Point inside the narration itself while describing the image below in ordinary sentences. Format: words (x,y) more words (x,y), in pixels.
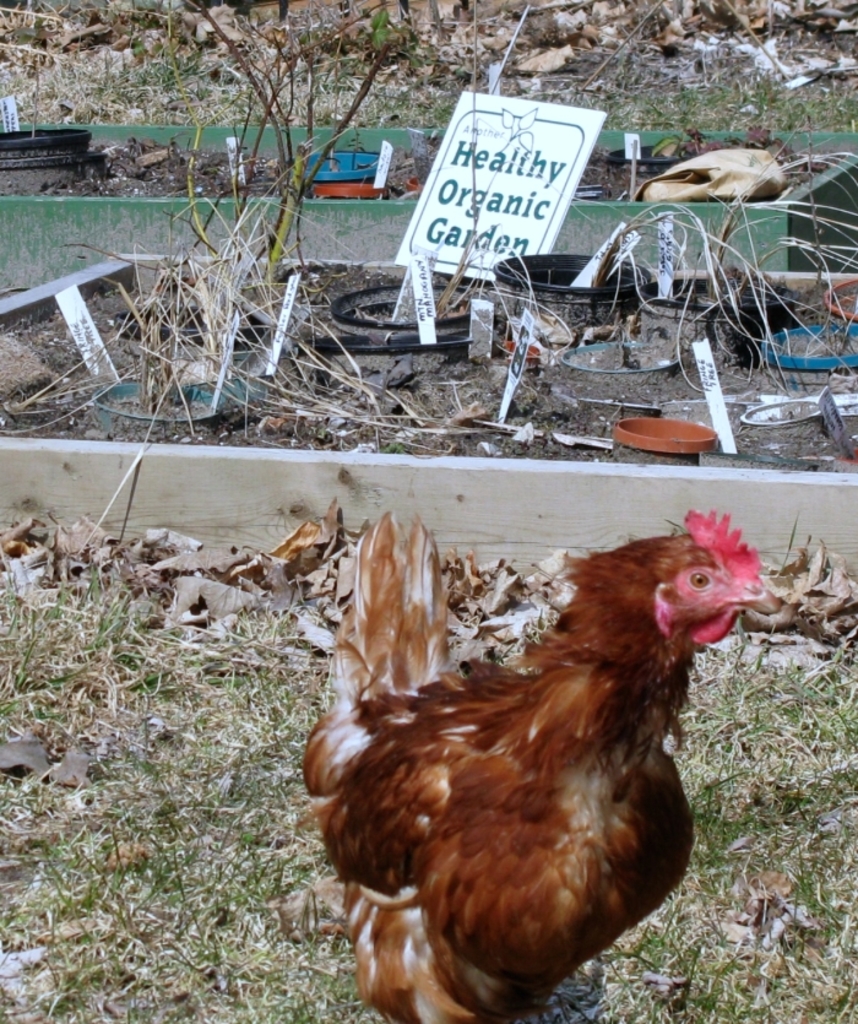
In the foreground of the image (512,666) there is a hen (662,664). At the bottom of the image (284,896) there is grass (702,891). In the background of the image (339,63) there is a board (540,155), plants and other objects (516,376).
